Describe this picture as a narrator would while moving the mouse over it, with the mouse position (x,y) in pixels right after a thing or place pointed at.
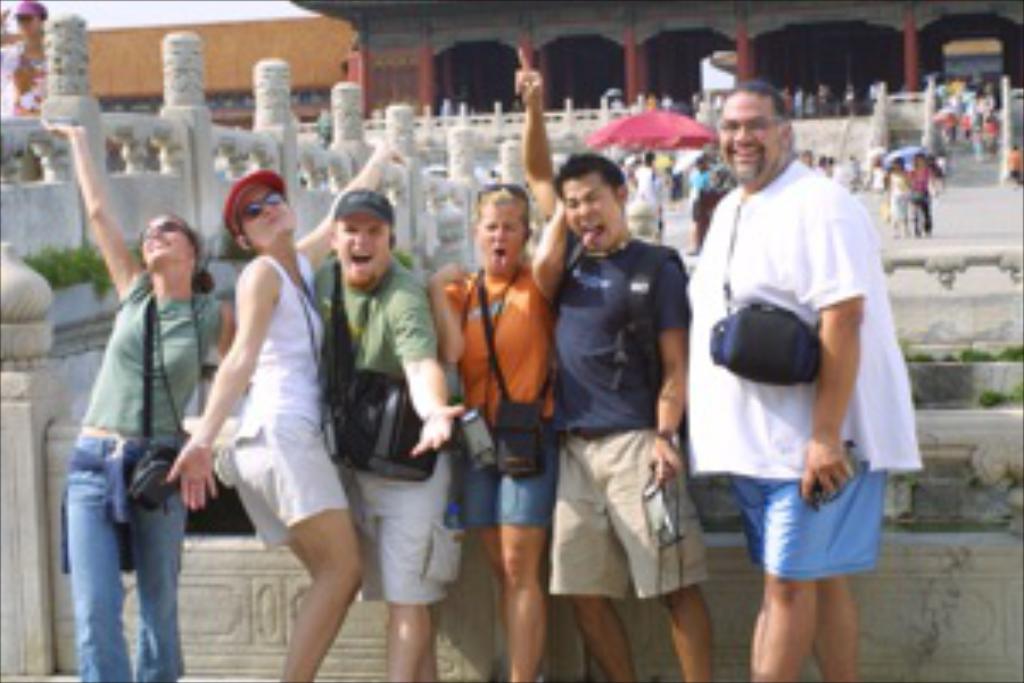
In this image we can see group of persons (533,391) standing on the floor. In the background (793,31) we can see building (659,70), persons (861,172), stairs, fencing (506,120) and sky (170,12).
